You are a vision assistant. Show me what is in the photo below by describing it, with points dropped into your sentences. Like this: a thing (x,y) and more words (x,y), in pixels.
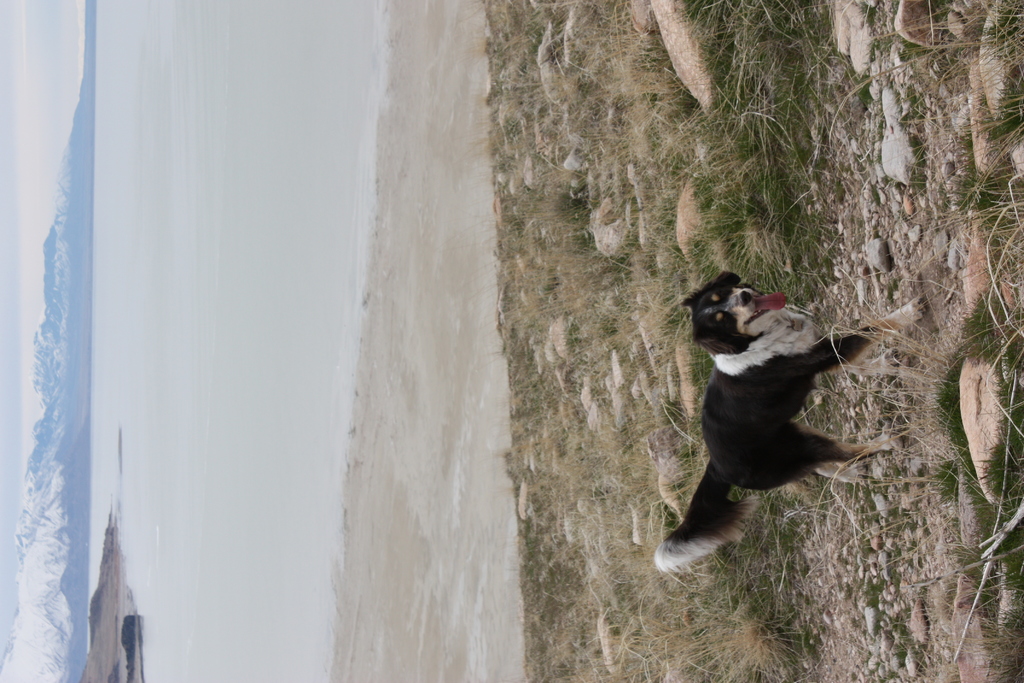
In this image we can see a dog (779,348) standing on the ground (776,525). In the background (303,457) there are water (301,246), stones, mountains (76,220) and sky (24,476).
